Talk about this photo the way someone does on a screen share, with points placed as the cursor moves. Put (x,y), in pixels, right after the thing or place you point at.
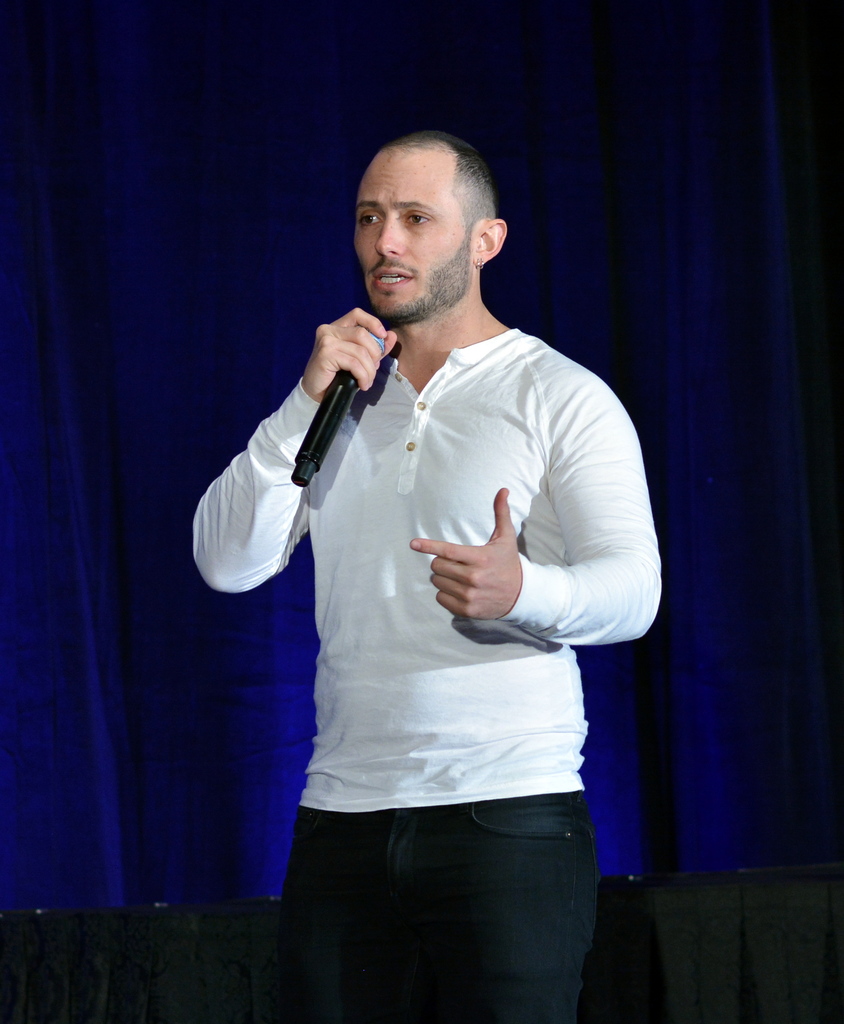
In this image there is a person (500,714) with white shirt (506,646) and black pant (529,934), he is standing and holding a microphone (305,470) and he is talking. At the back (300,282) there is a curtain (225,313) and there is a table (216,955) which is covered with black color cloth (761,962).
